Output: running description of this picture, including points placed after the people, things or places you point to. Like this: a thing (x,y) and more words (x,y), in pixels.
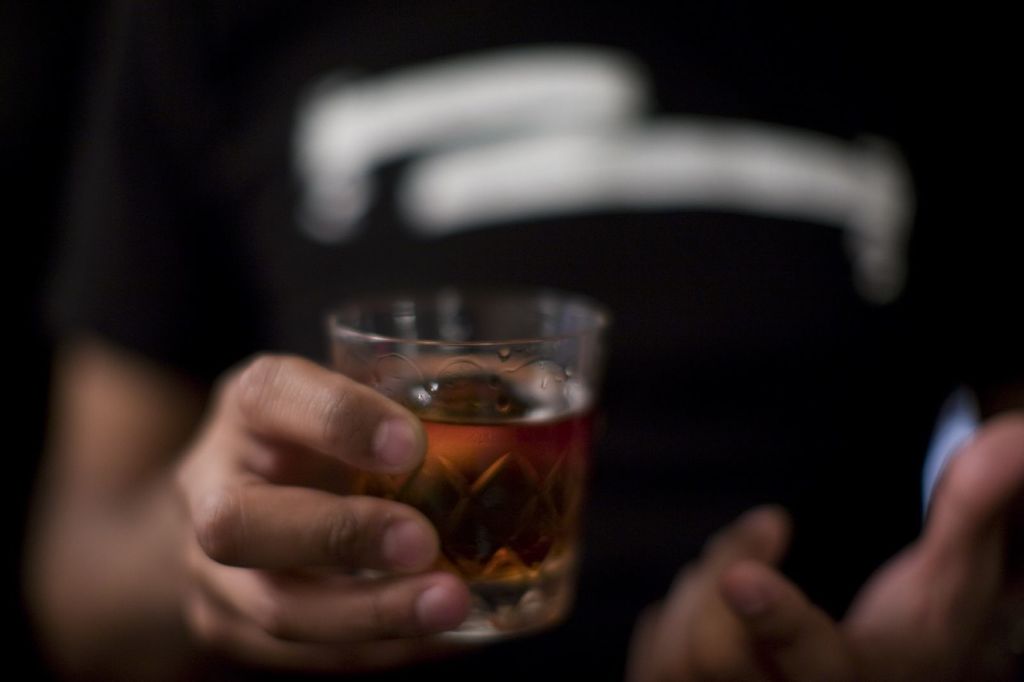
In this image, we can see a person (560,294) holding a glass (495,415) with drink (483,398).
